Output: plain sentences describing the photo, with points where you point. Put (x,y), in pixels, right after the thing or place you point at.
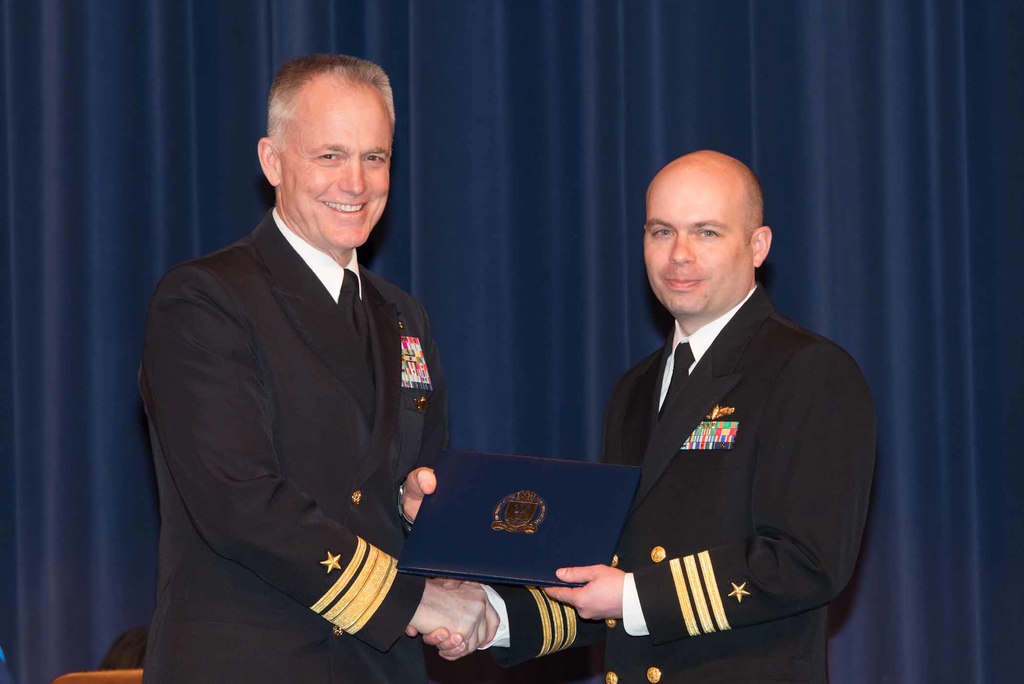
In this image, there are a few people (742,663) holding some object (507,535). We can also see the background (1007,40) with some cloth (765,188). We can see some objects (67,683) at the bottom (133,680).
